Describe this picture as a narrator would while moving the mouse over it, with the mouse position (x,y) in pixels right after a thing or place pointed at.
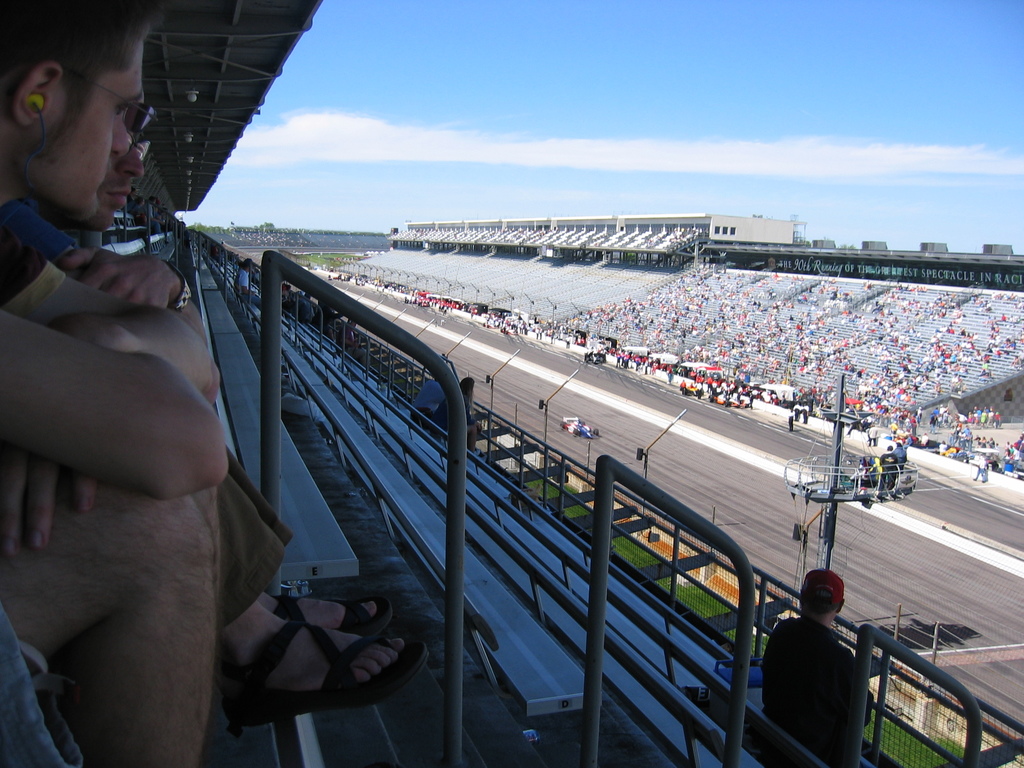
In this picture we can see a group of people (260,535), sheds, poles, rods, lights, grass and some objects (311,536), here we can see a vehicle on the ground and in the background (772,126) we can see trees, sky (793,54).
